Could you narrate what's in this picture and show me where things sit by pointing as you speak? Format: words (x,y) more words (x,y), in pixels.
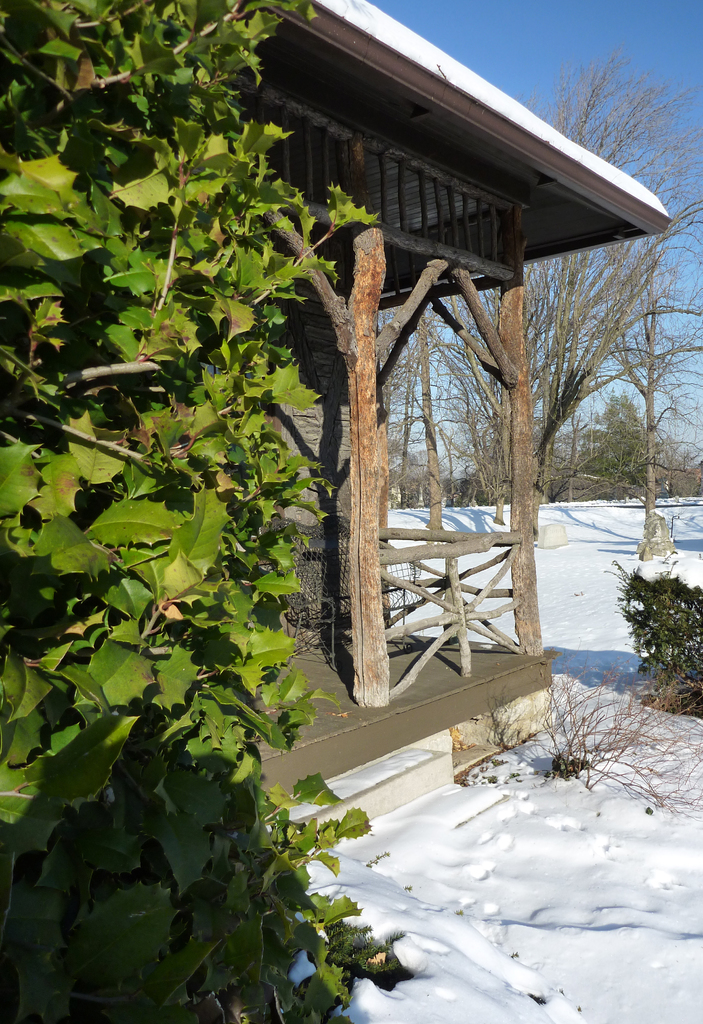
In this picture we can see a house (332,454) here, there are some leaves (176,798) on the left side (187,782), we can see snow (609,886) at the bottom (600,948), in the background (558,348) there are some trees (576,419), there is the sky (523,72) at the top of the picture (597,31).
